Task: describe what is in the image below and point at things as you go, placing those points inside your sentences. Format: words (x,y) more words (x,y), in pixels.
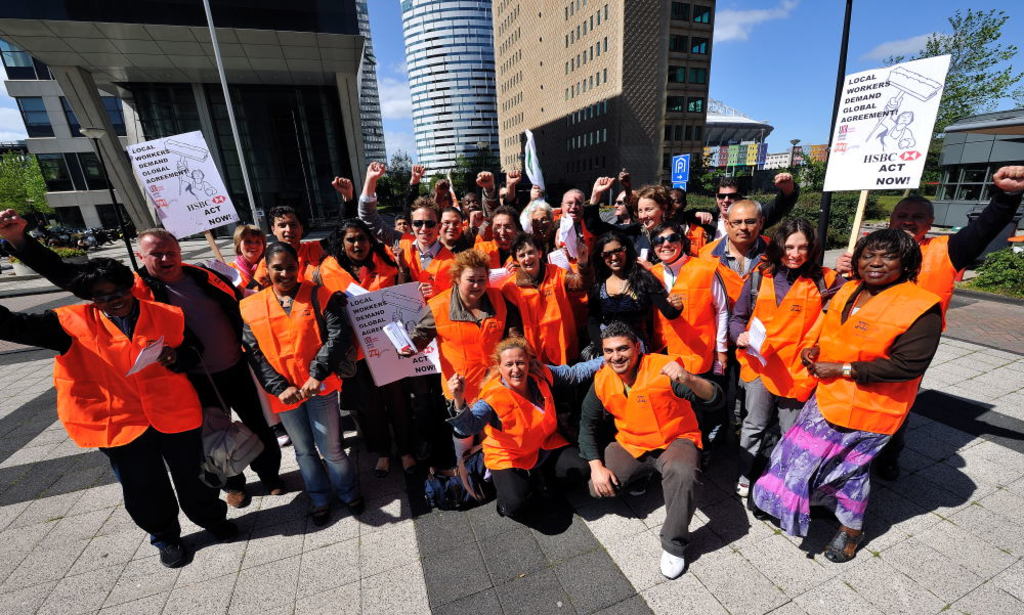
In the middle of the image (441,211) few people (42,267) are standing and smiling and holding banners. Behind them there are some plants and trees (4,187) and poles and sign boards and buildings (25,80). Behind the buildings (301,2) there are some clouds (923,35) and sky (989,11).
